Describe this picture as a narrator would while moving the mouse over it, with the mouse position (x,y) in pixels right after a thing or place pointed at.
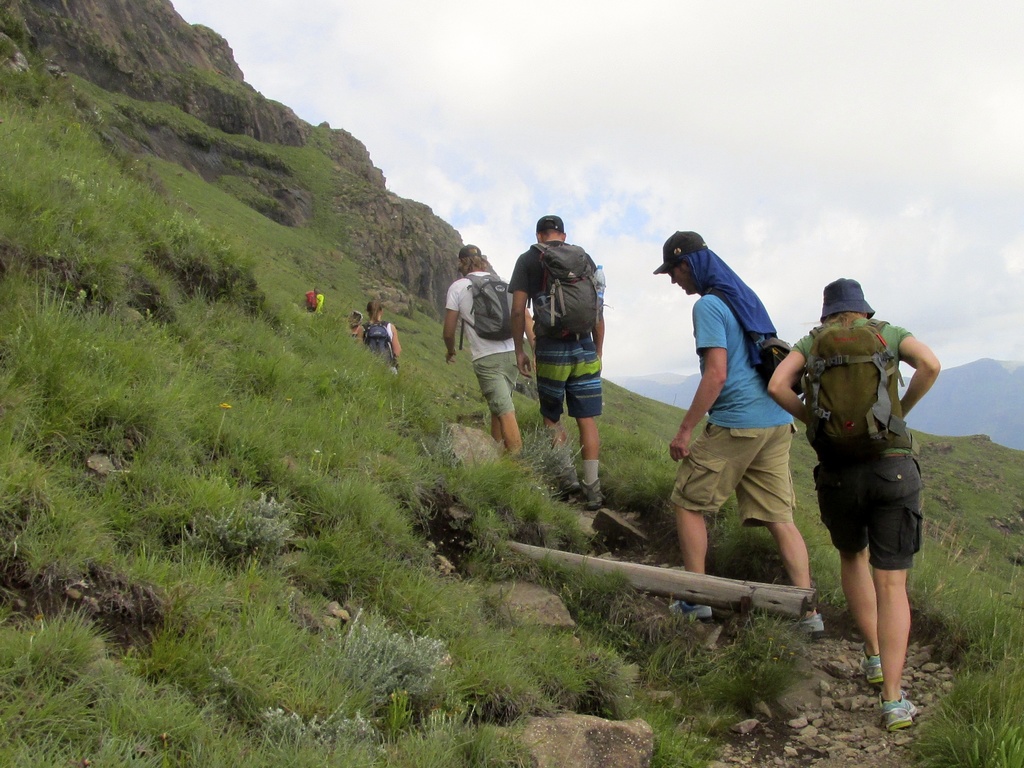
In the center of the image (515,366) there are people (582,373). At the bottom of the image (65,692) there is grass (158,467) on the surface (166,348). There are rocks (343,165). In the background of the image (959,380) there are mountains (952,399) and sky (746,148).
